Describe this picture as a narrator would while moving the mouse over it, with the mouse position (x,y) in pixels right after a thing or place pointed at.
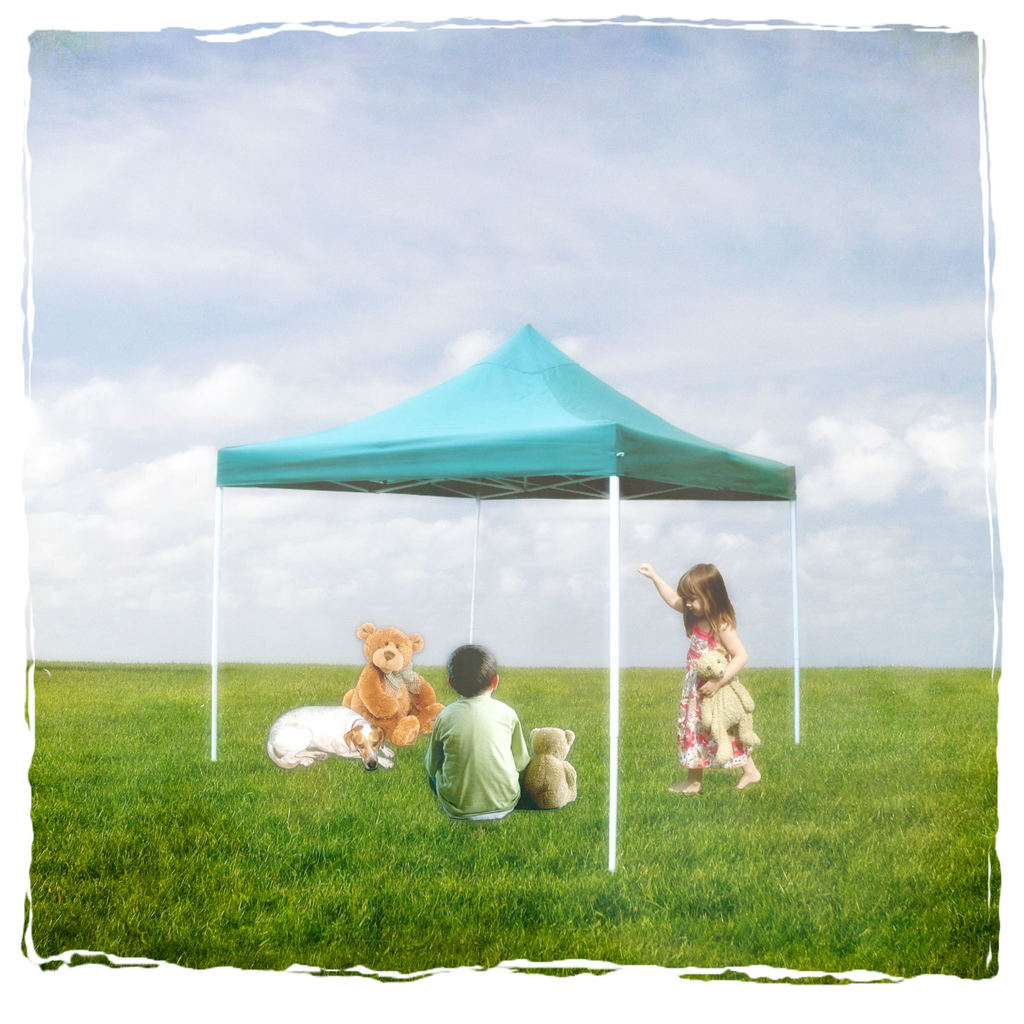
In this image there is a tent (480,497). Below that there are teddy bears (393,722) and a dog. Also there is a boy (502,784) sitting. There is a girl (692,730) holding a doll (726,698) is walking. On the ground (402,850) there is grass (852,857). In the background (440,260) there is sky (386,201).
